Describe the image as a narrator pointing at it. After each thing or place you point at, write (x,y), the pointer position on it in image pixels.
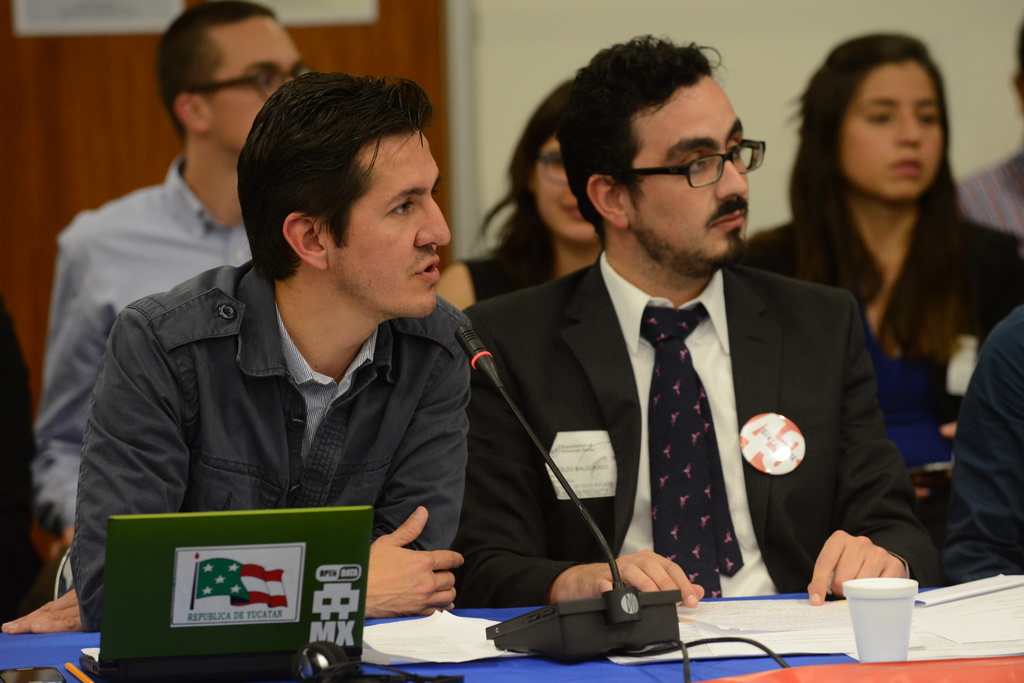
In this image we can see many people (719,352) sitting. Few are wearing specs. One person (697,415) is wearing a badge (779,446). In front of them there is a platform (552,663). On the platform (603,662) there is a mic (636,610), glass (863,615), papers (378,631) and a laptop (252,622). In the background (455,83) there is a wall (634,18).
